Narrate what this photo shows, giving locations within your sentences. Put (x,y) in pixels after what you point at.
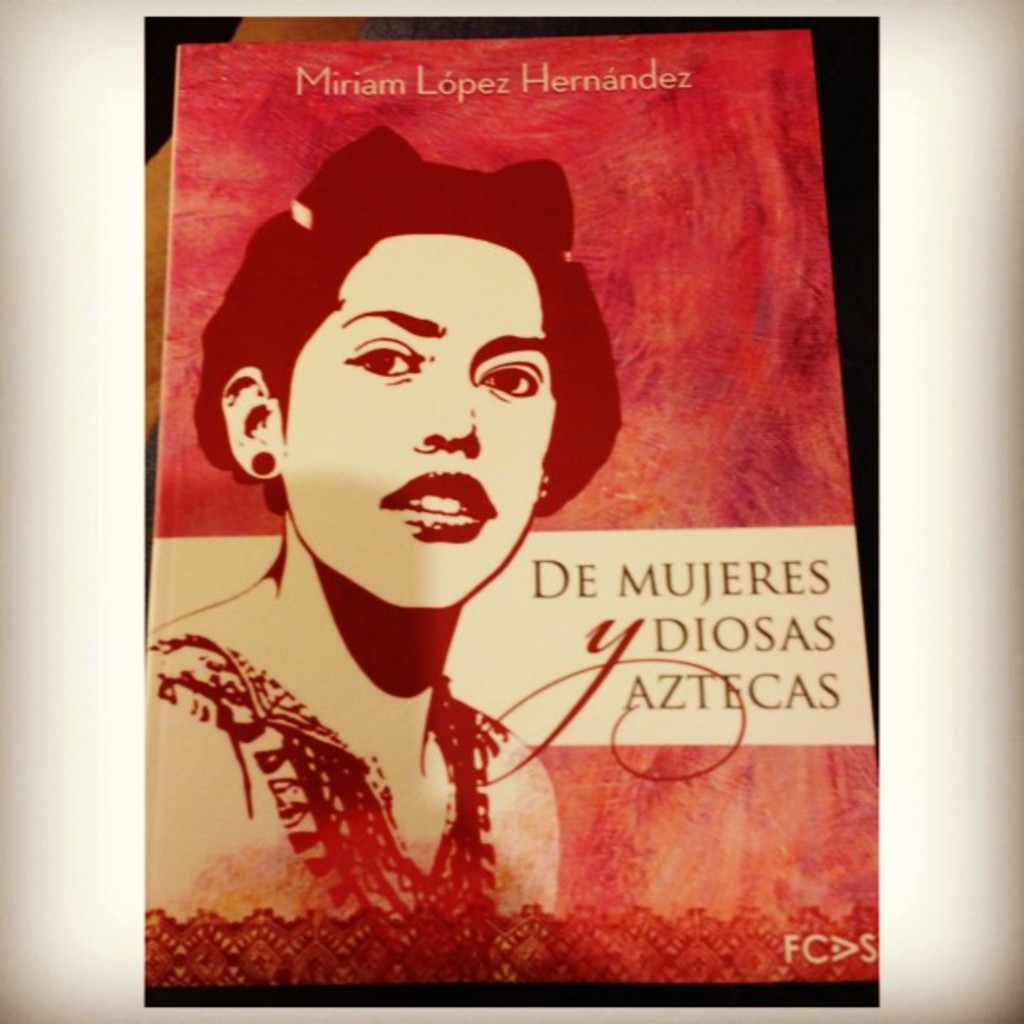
In this image, we can see depiction of a person (607,364) and some text (549,567).
